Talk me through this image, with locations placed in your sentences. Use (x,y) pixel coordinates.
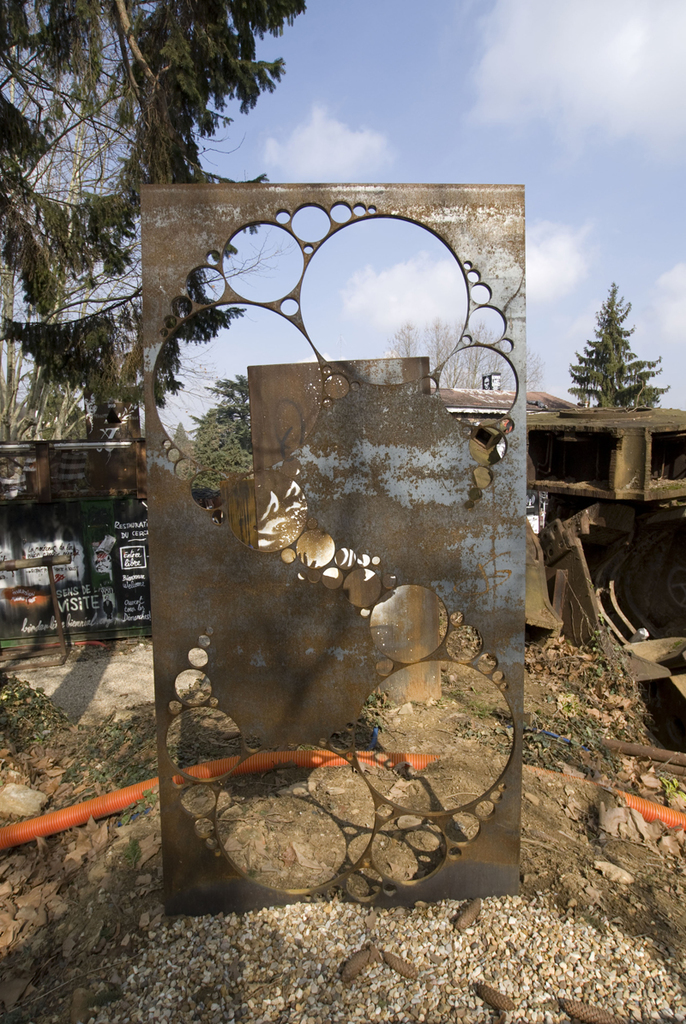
In this image there is a steel frame (171,589), behind it there are few objects (605,559), a frame (147,576) with some text (129,576), few trees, grass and some clouds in the sky (322,263).
